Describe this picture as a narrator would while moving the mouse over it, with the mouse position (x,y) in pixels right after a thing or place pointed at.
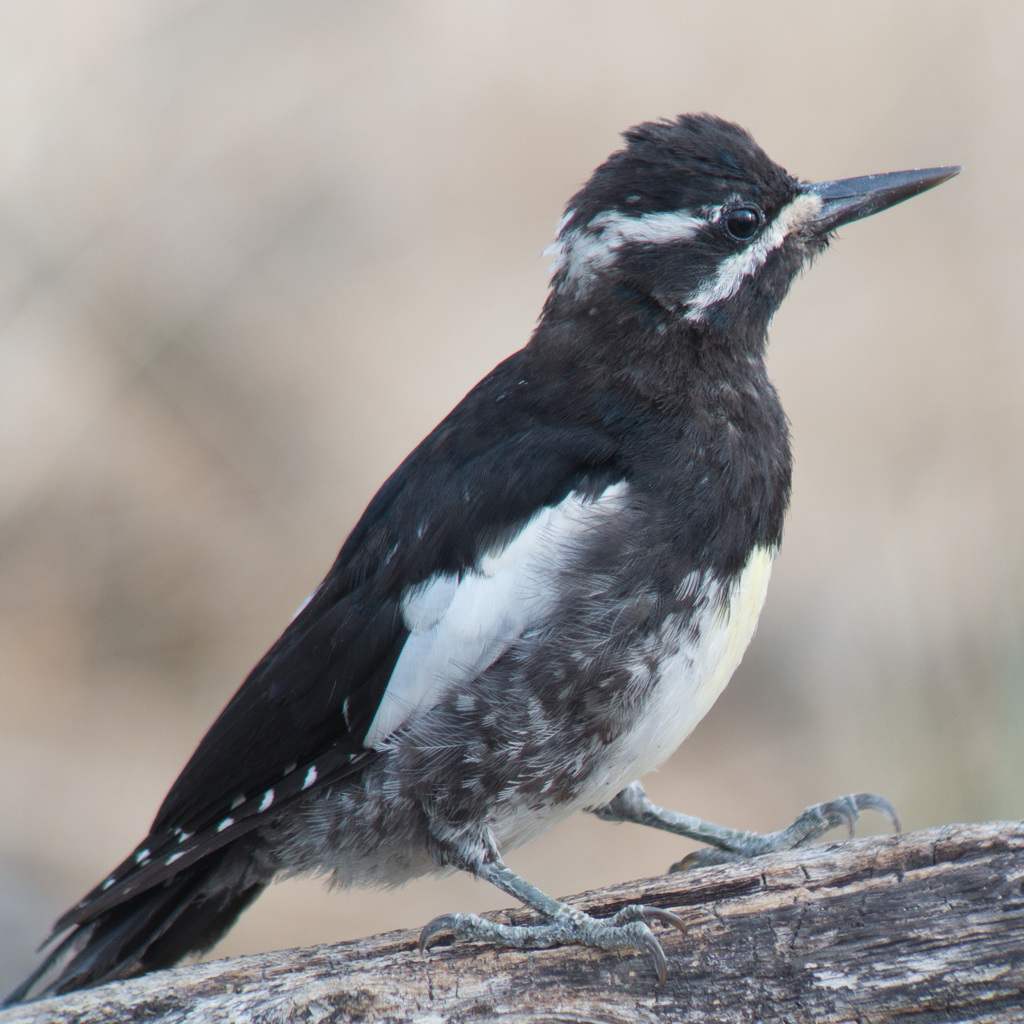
In this image in the front (535,562) there is a bird (517,616) and the background (857,432) is blurry.
